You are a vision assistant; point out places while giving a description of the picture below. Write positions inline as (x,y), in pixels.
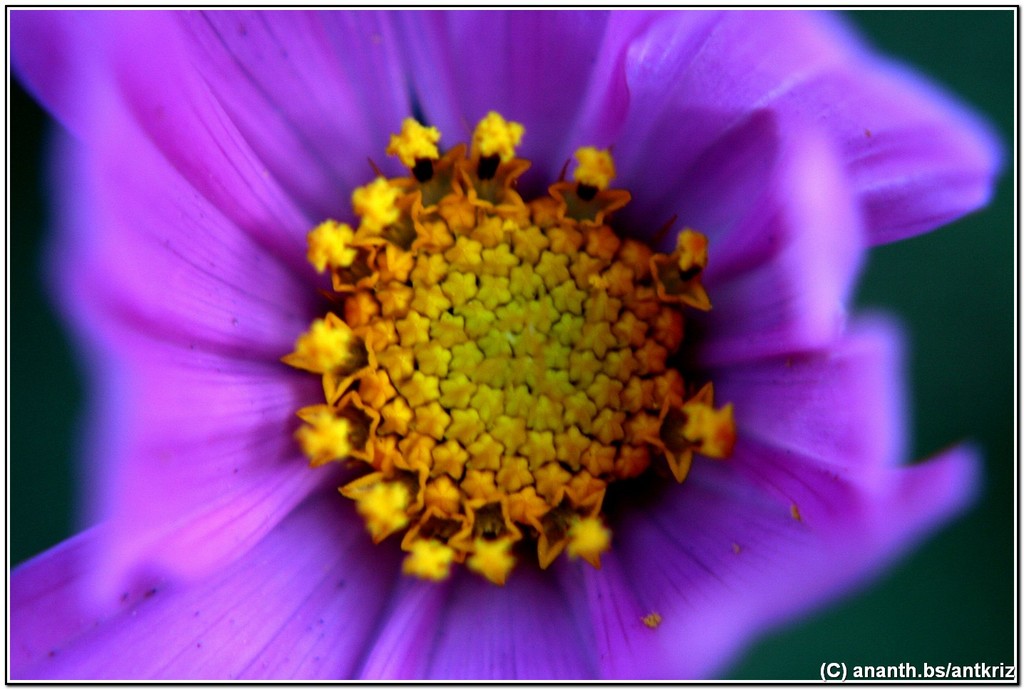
In the center of the image (674,250) there is a flower (732,442). At the bottom of the image (877,667) there is text (871,678).
